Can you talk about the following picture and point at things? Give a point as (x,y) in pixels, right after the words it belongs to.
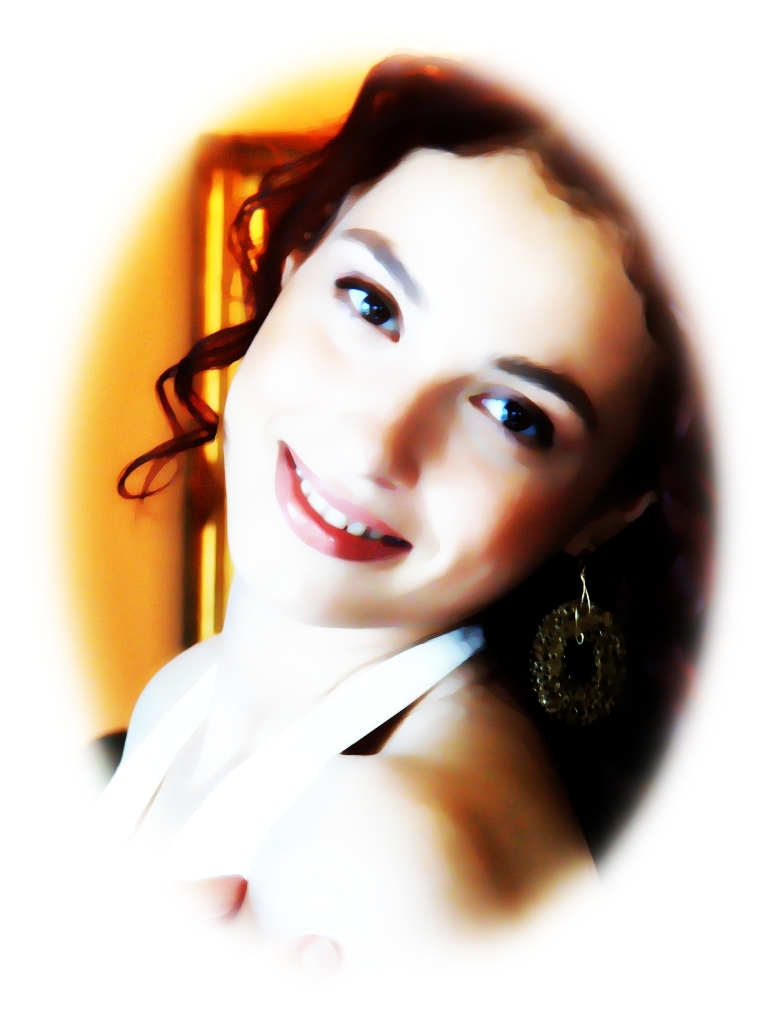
This image consists of a woman (354,845). It looks like it is clicked in a room (179,480).
